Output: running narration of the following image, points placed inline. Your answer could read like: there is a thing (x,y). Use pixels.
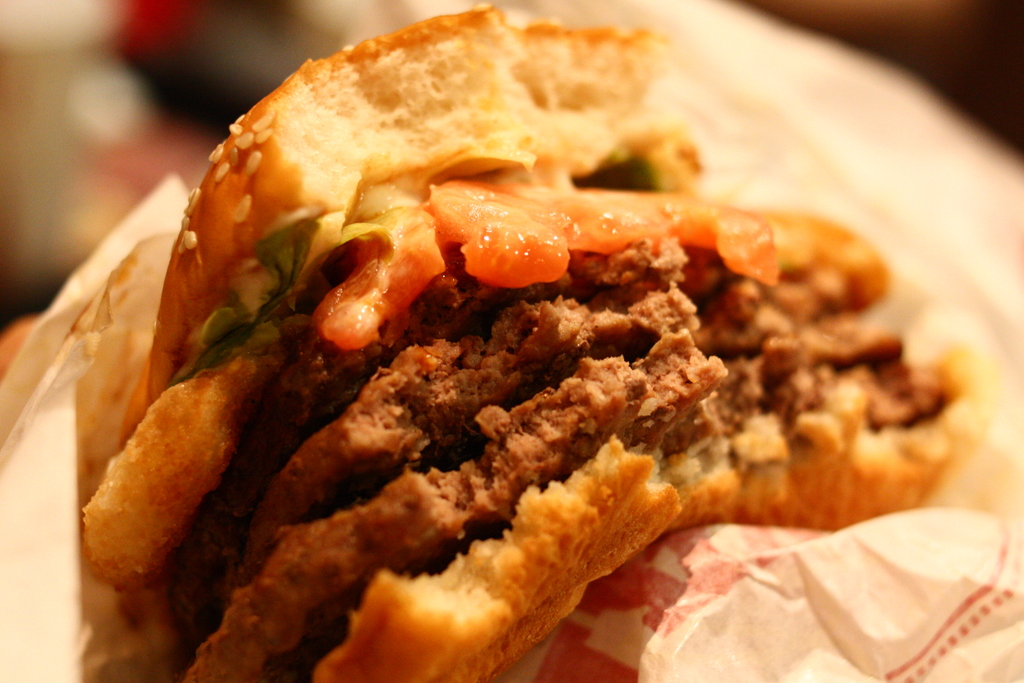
In the image in the center (517,440) there is a tissue paper (15,387) and some food item (391,287).
